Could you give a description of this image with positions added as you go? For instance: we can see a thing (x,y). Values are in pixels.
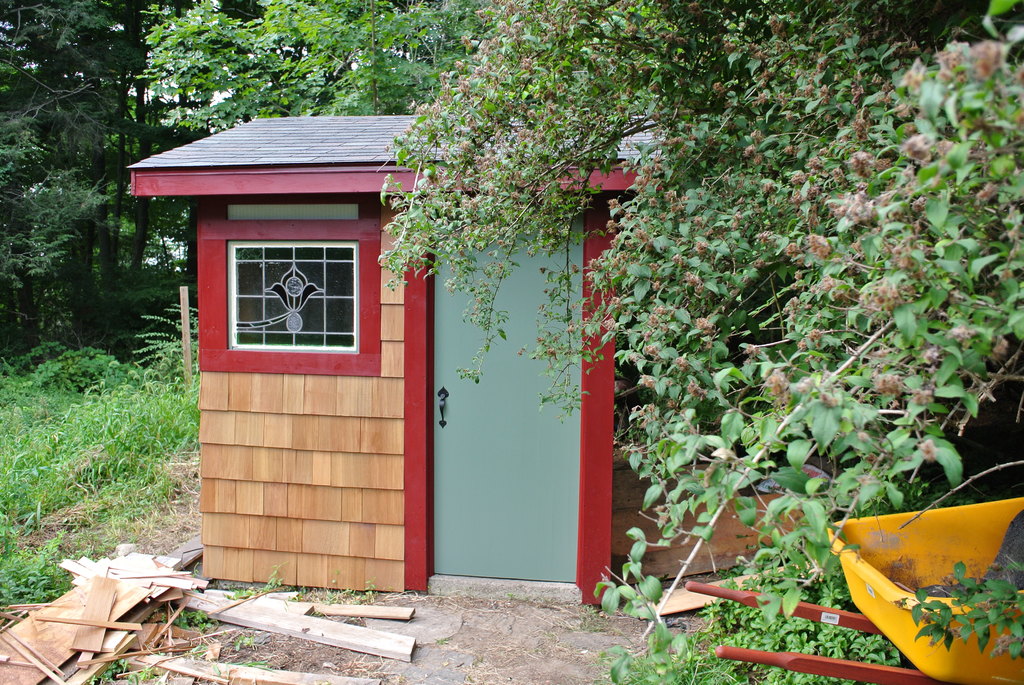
In this image I can see it is a wooden house (207,227) has door (493,381) window (310,314). On the right side (863,537) there is a plastic tub (907,518) in yellow color. These are the two iron rods (892,682), there are trees (1010,252) in this image. At the bottom (148,593) there are wooden planks (76,616) on the floor (434,619).
